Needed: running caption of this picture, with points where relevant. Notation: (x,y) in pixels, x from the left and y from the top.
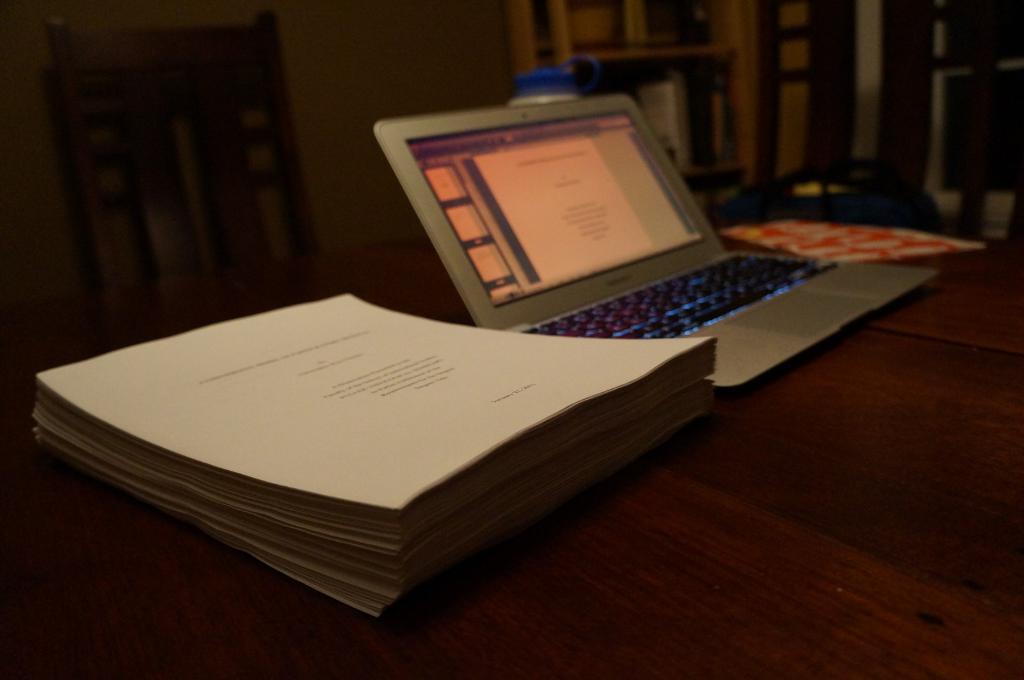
In this image we can see a wooden surface (831,505). On that there are papers (503,462), laptop (734,288) and some other items (731,187). In the background (118,71) it is looking blur and there is a chair (182,86), wall (347,76) and some other items (722,49).
